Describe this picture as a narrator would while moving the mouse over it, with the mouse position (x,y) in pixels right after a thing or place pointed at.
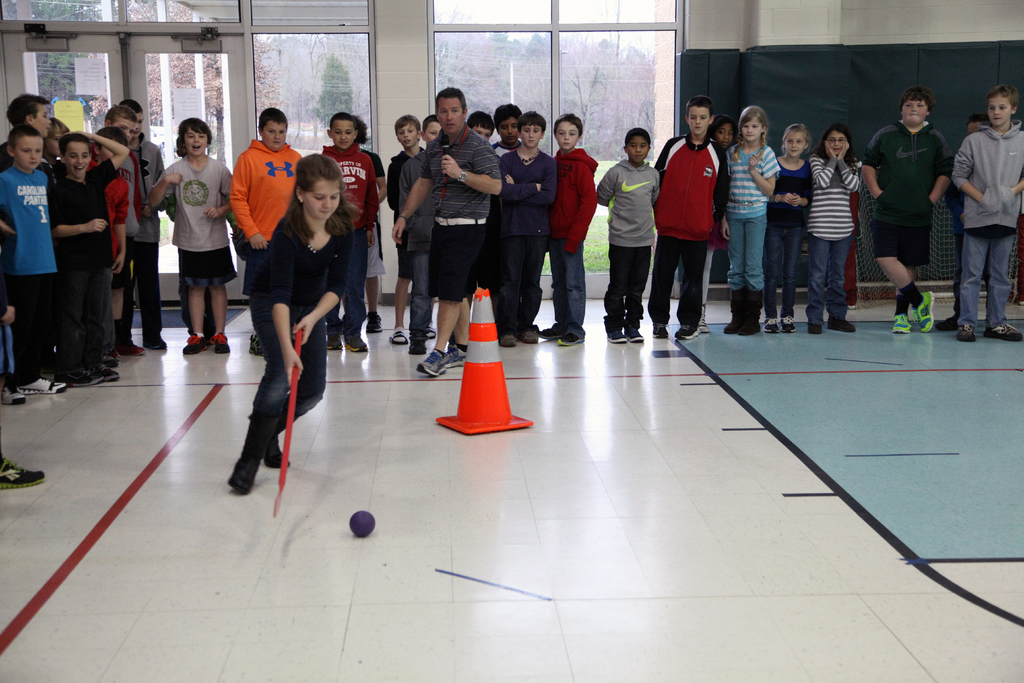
In this picture I can see there is a girl (304,326) holding a stick (293,419) and looking at the ball (353,527). There are few kids (18,207) around her and there is a door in the backdrop (118,31), few trees (152,86) are visible from the door (225,125).
